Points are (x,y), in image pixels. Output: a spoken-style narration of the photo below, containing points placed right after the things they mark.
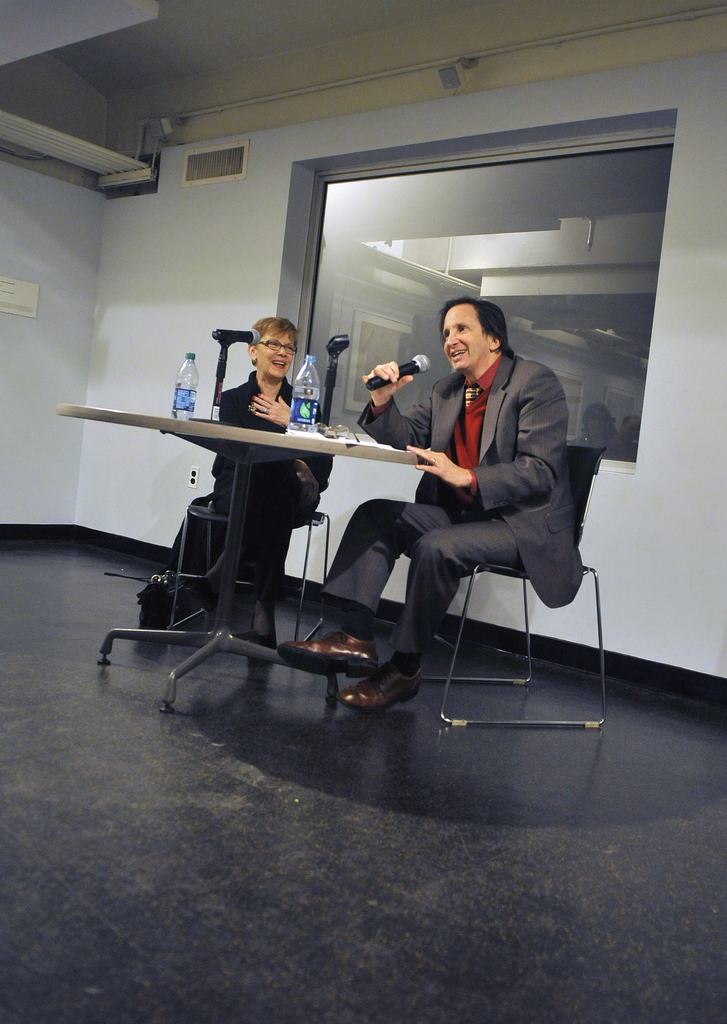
This is the picture taken in a room (278,704), there are two persons (318,467) sitting on a chair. the man (487,483) in blazer (494,439) was holding a microphone (408,375). In front of these people (456,423) there is a table (247,429) on the table (259,436) there are bottles (184,413) and paper (341,438). Behind the people (275,416) there are glass window (414,254) and a wall (193,263).
